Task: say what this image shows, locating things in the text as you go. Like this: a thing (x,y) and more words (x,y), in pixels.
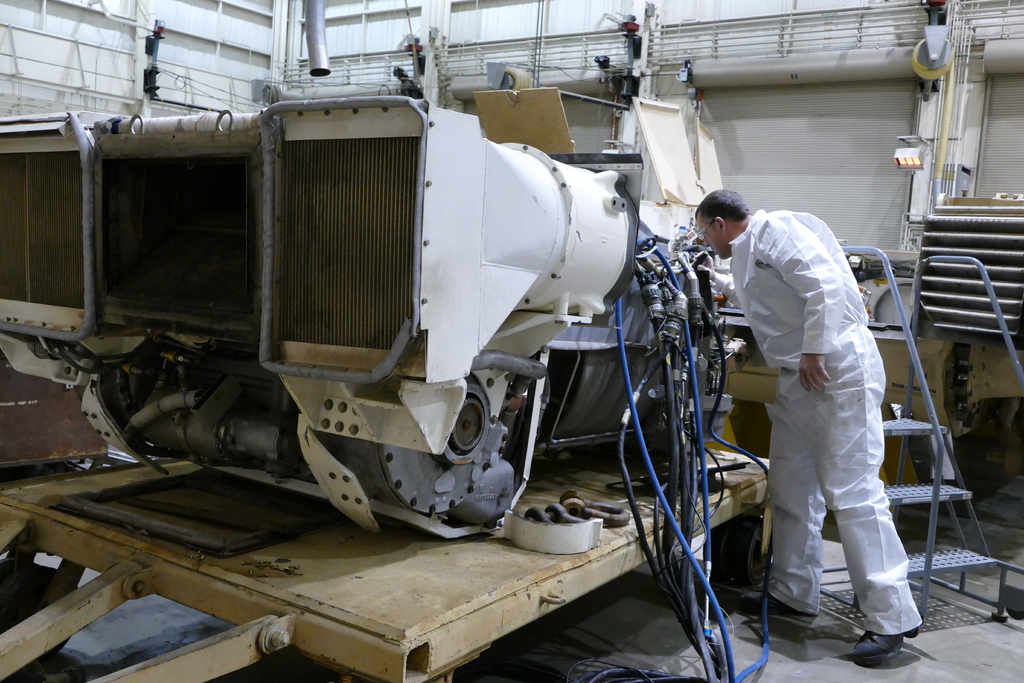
In this picture we can see the machines (515,376), stairs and some other objects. In the background of the image (197,25) we can see the wall (197,25), pipe (308,45), rods (532,41). On the right side of the image (883,538) we can see a person (817,337) is standing. At the bottom of the image (848,639) we can see the floor (874,673).
